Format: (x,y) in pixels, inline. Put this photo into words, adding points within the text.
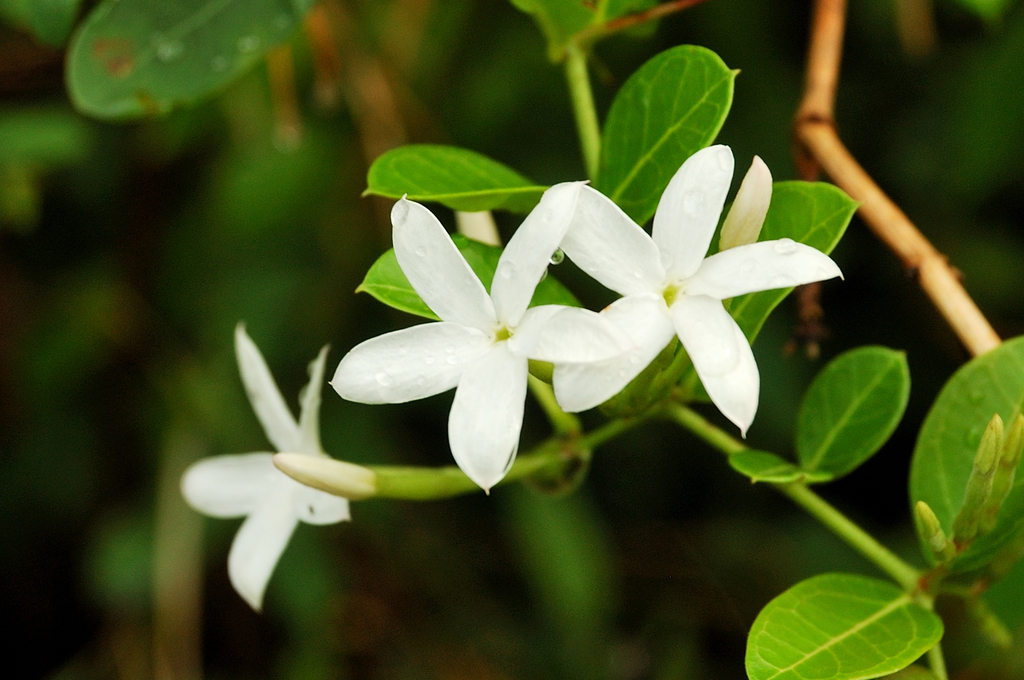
In this picture I can see a tree branch (952,541) with flowers (621,289) and leaves (917,645). Flowers (525,330) are white in color and I can see trees (122,308).
